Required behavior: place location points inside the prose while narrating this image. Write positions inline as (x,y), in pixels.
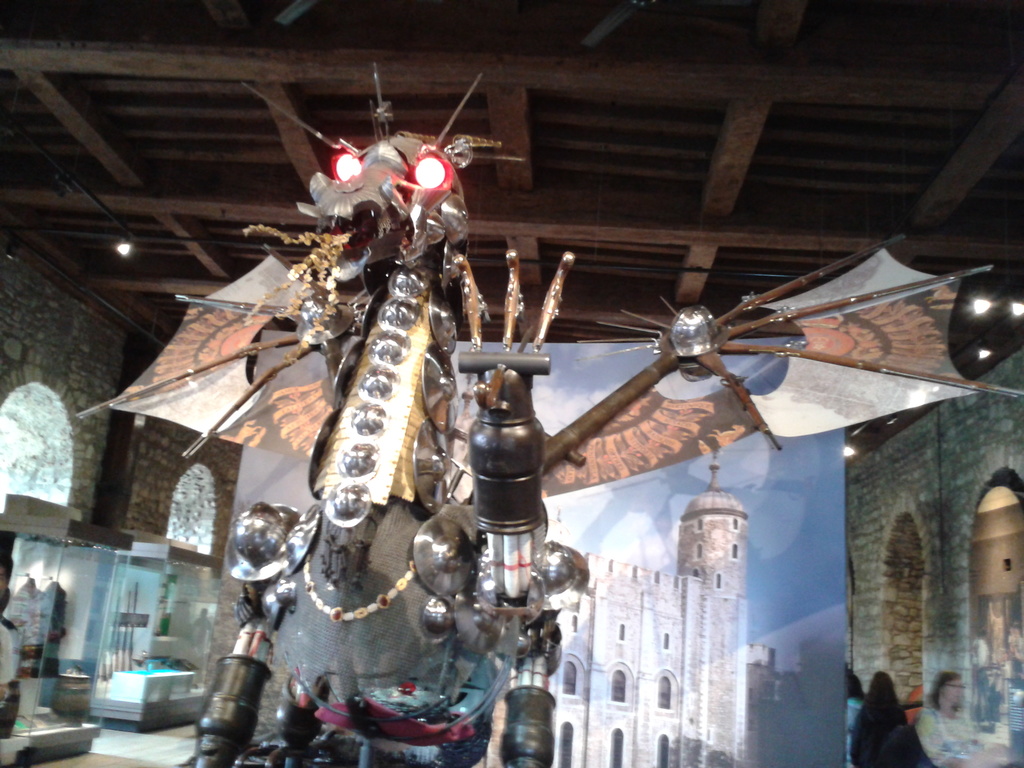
In this image I can see an animal statue (260,314). In the background (874,691) I can see group of people (874,691) standing. In the screen (608,659) I can also see the building (714,670) in cream color and the sky (767,508) is in blue color I can also see few objects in the glass box (160,643).
